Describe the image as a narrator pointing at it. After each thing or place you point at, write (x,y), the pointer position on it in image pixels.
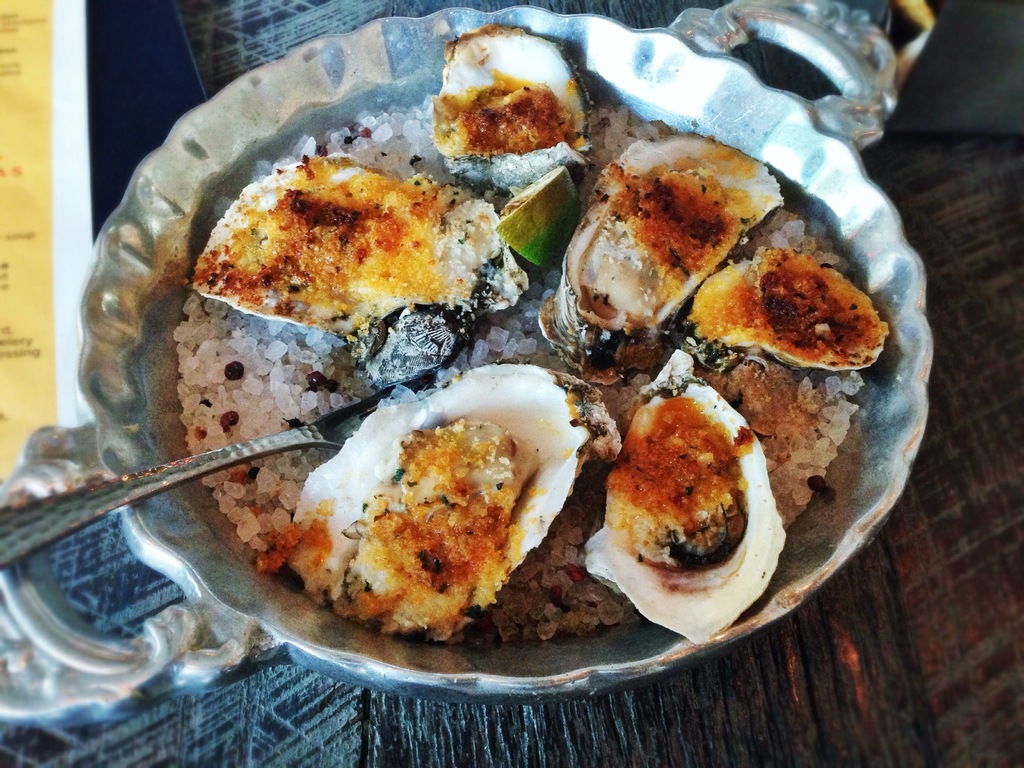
In this image I can see the food (553,255) in the silver color vessel (796,191). I can see the spoon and the vessel (820,202) is on the brown color surface (801,710).
